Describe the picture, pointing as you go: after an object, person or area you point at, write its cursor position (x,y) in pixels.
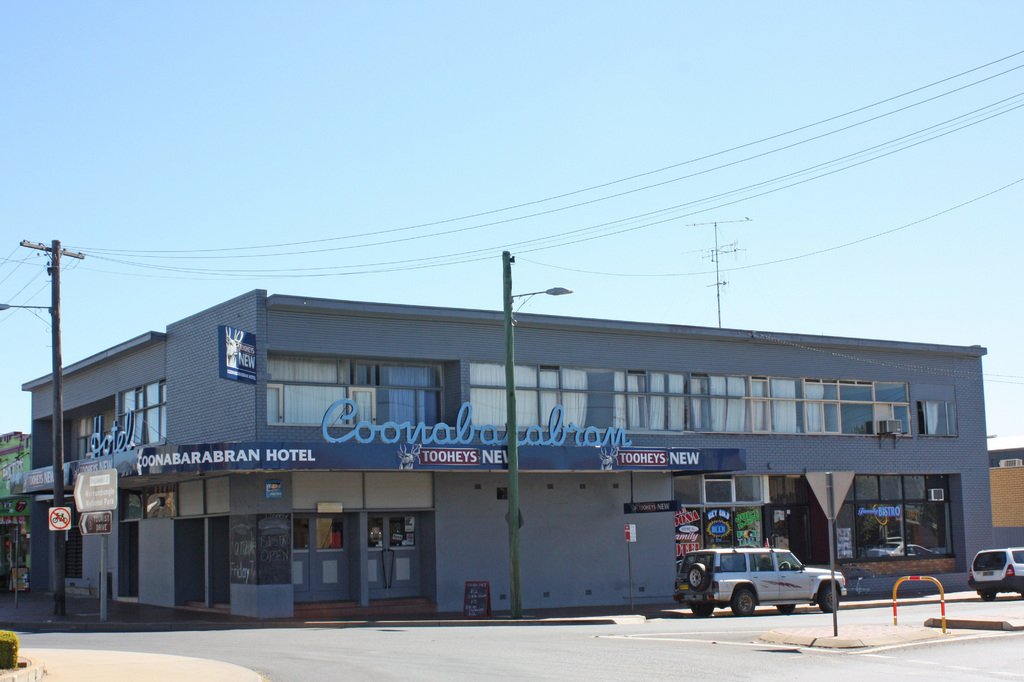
In this picture we can observe a building (562,538) which is in blue color. There are two poles (513,413). We can observe two vehicles (773,594) on the road (372,669). There are some wires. In the background (132,140) there is a sky (442,196).
